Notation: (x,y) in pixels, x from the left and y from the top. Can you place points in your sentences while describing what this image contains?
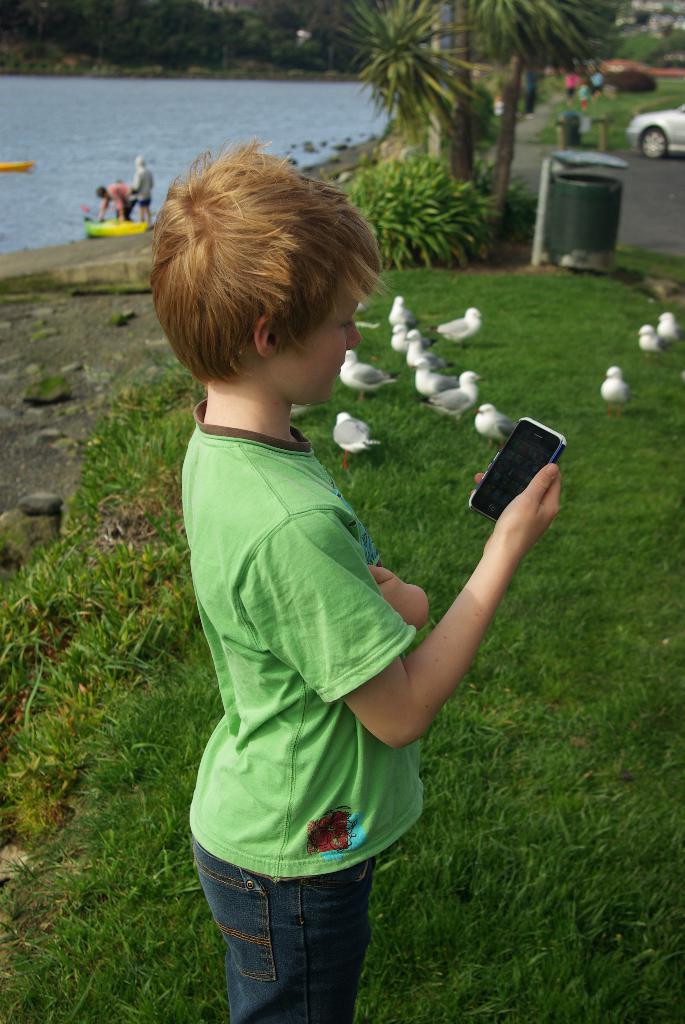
A boy (282,624) wearing a green t shirt (298,607) is holding a mobile (536,464). There is a grass lawn (563,610). On the grass lawn (462,369) there are many birds (646,329) sitting. And in the background (212,139) there are water (244,126), trees (460,112), car (644,129) and a dustbin (578,183).
